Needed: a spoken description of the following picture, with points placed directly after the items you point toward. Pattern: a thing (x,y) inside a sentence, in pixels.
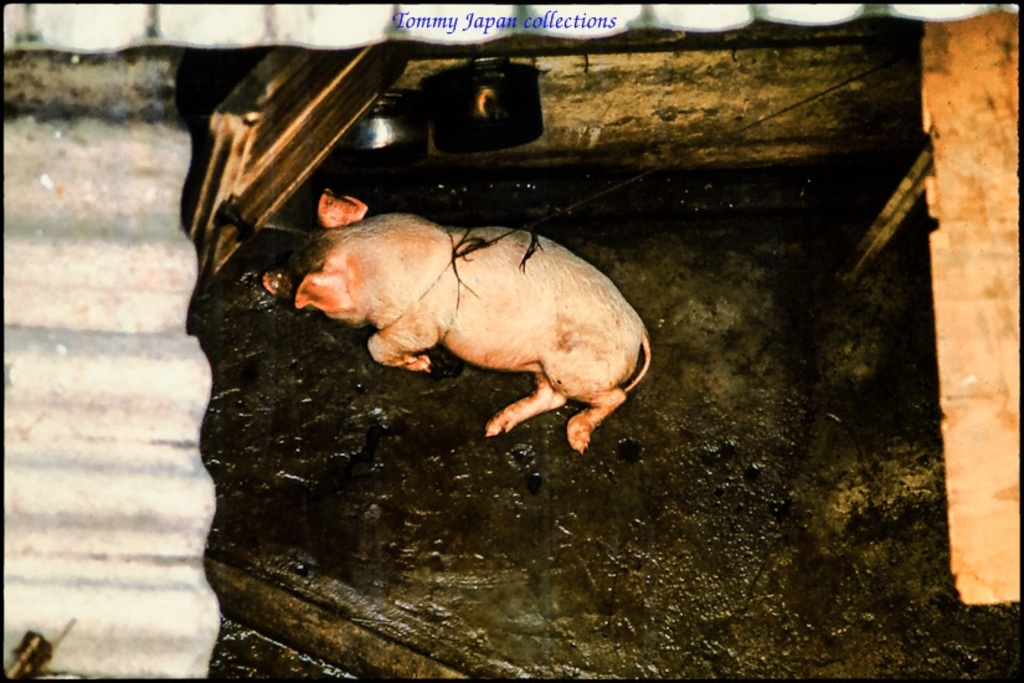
In this picture we can see a pig (555,327), and it is tied with a rope (454,272).
